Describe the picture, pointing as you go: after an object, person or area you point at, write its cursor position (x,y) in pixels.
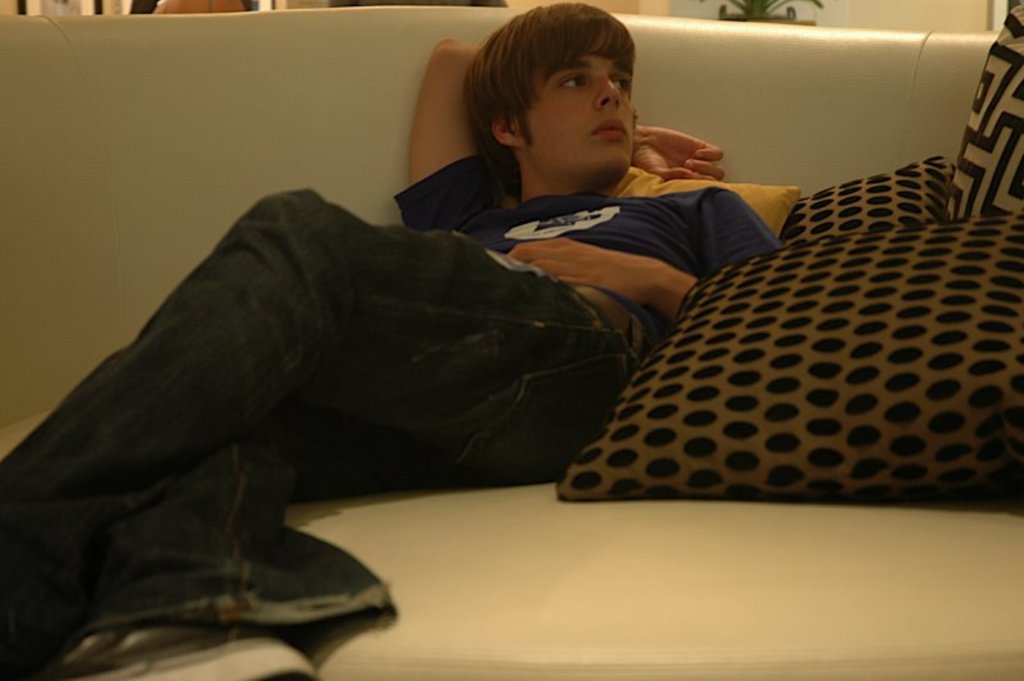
Here we can see a man (306,379) laying on the couch (594,550) and there are pillows (813,370).
